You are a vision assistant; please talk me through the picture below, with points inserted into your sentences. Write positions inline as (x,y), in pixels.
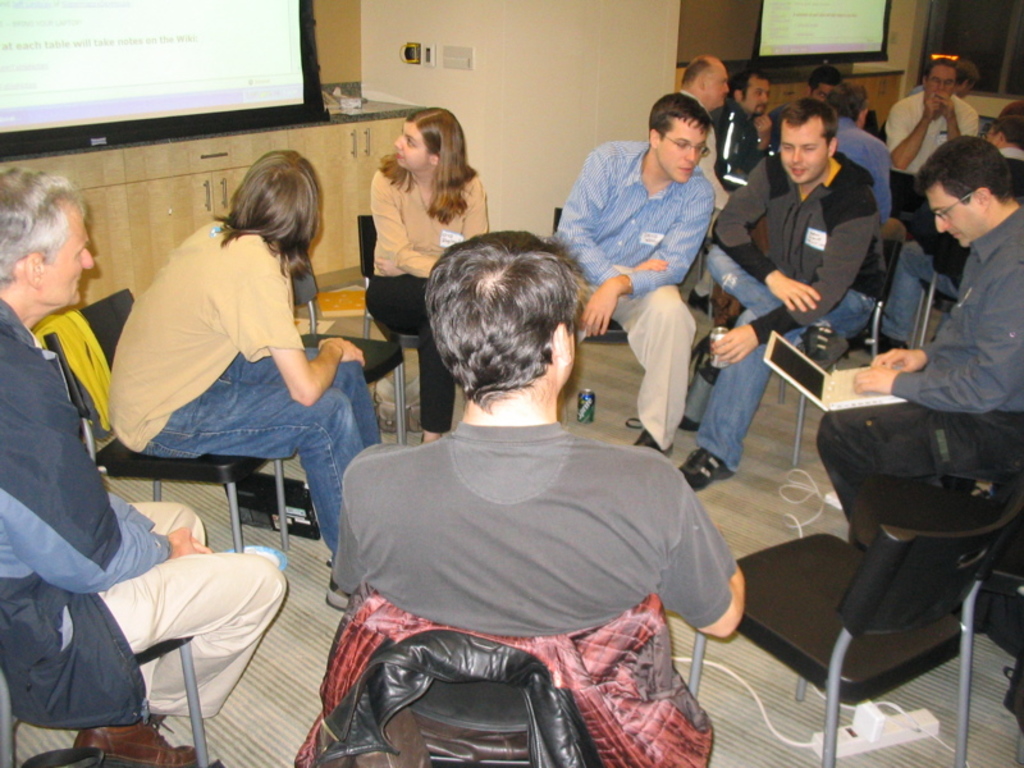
In this picture there are a group of people (601,182) sitting and some of them are watching the screen (234,89) behind them and some of them are operating a laptop (800,359).
